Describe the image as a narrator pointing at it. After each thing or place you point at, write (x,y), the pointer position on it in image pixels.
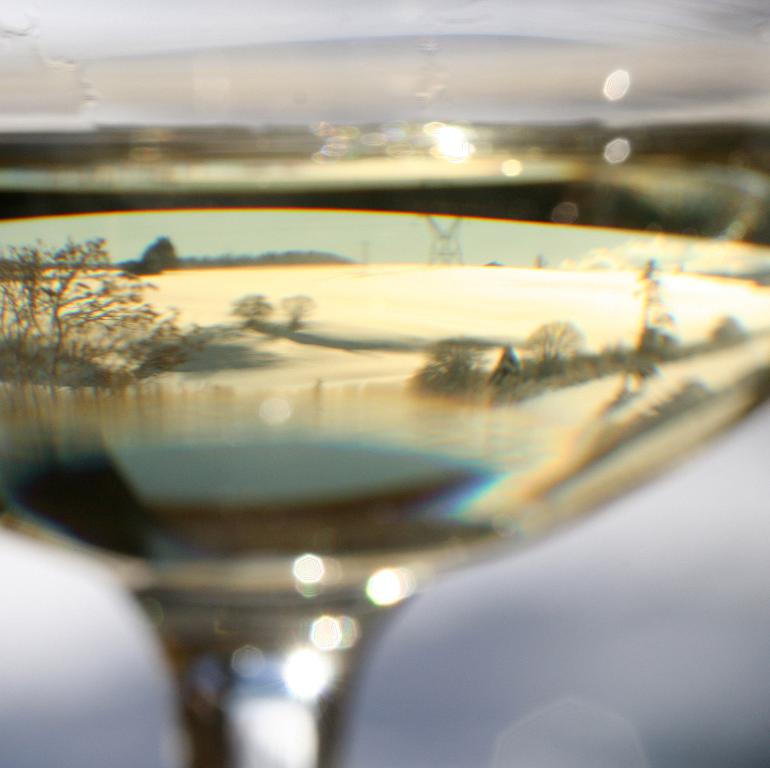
In the image we can see in front (190,673) there is a wine glass (322,204) in which there is a reflection (342,310) of trees (37,294) and a snowy field (351,366).
